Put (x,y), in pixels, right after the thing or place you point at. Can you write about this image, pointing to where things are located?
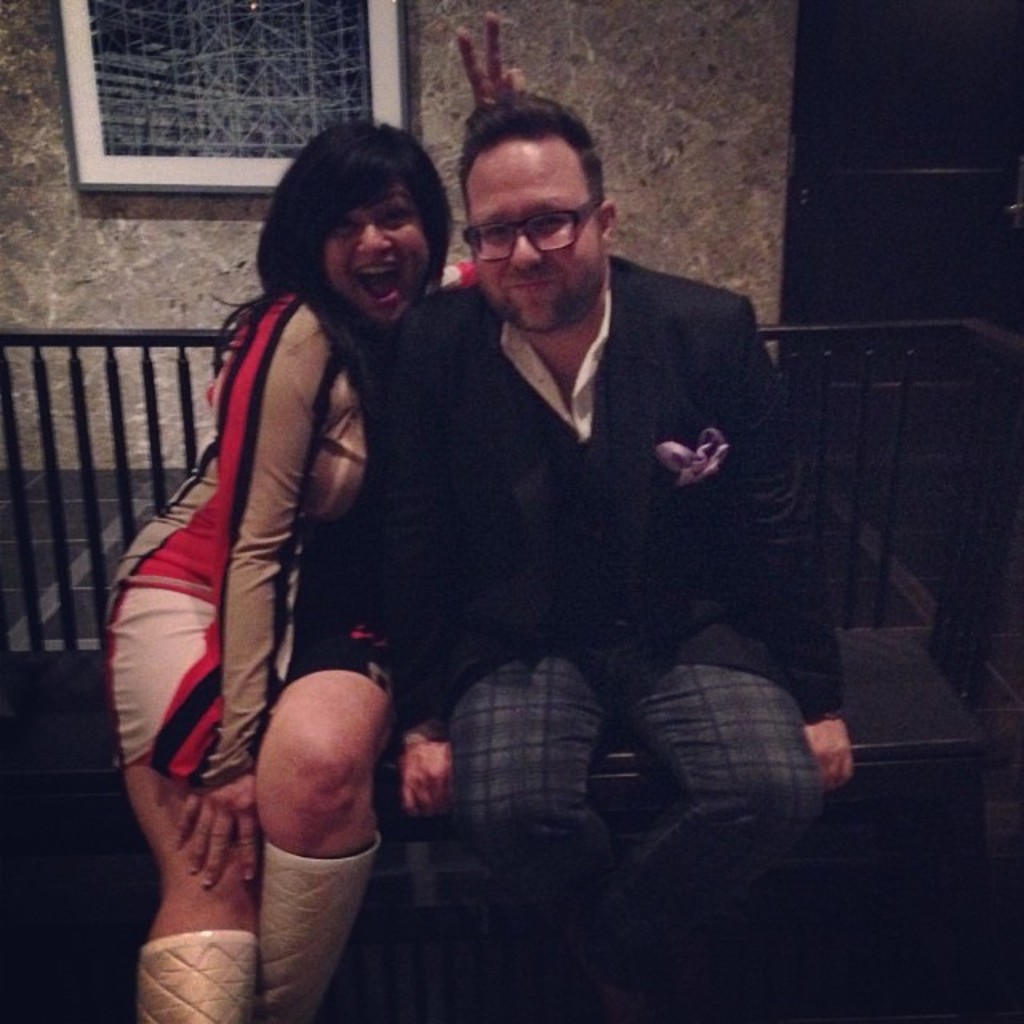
In this image we can see two persons (341,565) sitting on the bench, there is a railing (116,435), there is a photo frame (182,104) on the wall (638,74), also we can see a door (852,135).
